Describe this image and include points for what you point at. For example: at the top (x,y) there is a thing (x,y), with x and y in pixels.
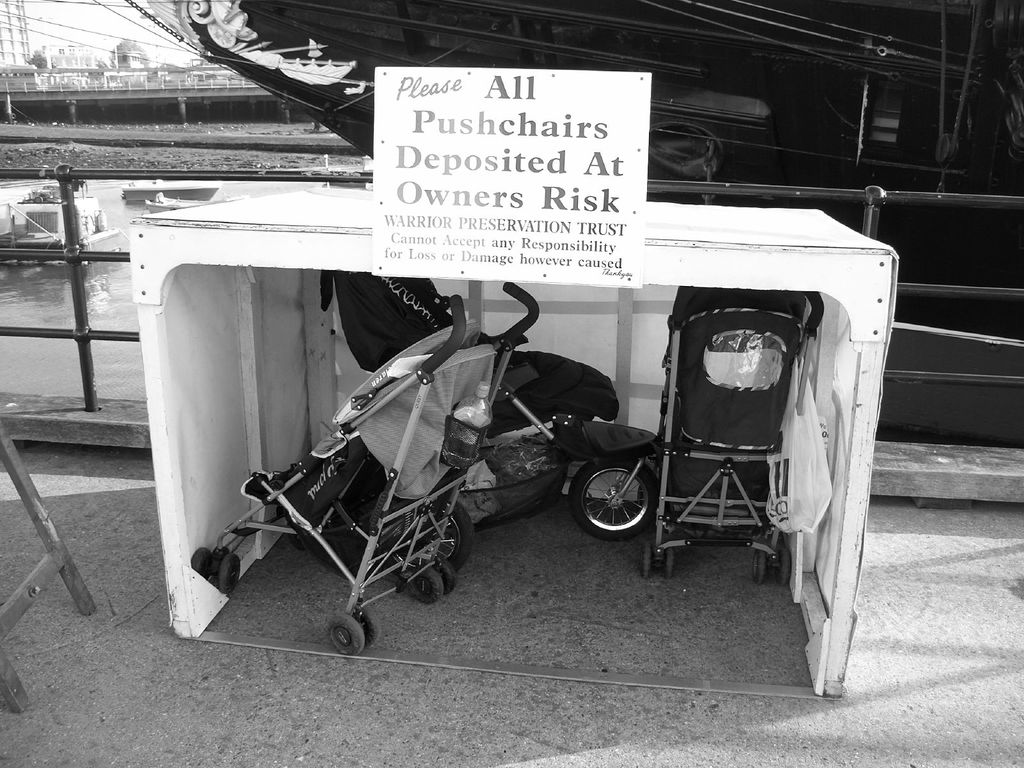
In the picture we can see some push chairs (581,493) with wheels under the shed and behind it, we can see the railing (76,290) and behind it, we can see the water surface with boats (18,214) in it and far away from it we can see the bridge (147,91).
